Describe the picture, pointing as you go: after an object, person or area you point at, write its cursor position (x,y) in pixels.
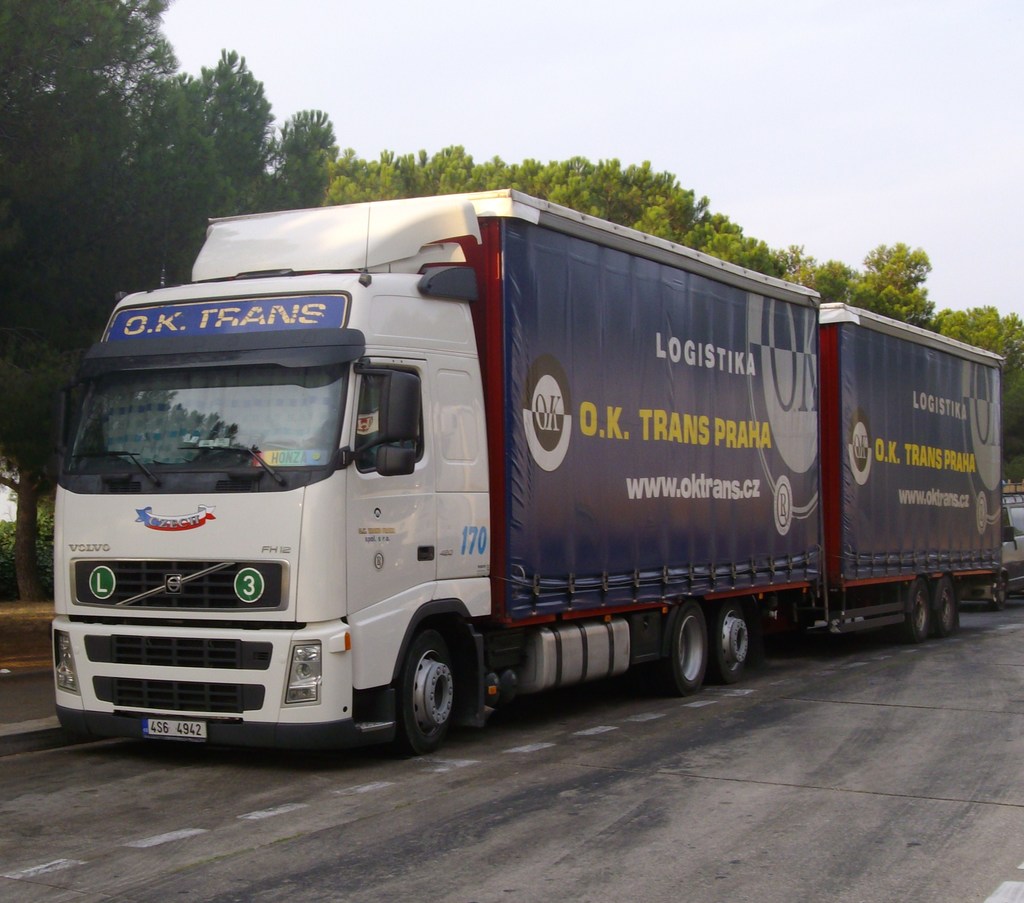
In this picture we can see vehicles (95,502) on the road (739,834), trees (16,448) and plants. In the background of the image (931,129) we can see the sky (903,134).
